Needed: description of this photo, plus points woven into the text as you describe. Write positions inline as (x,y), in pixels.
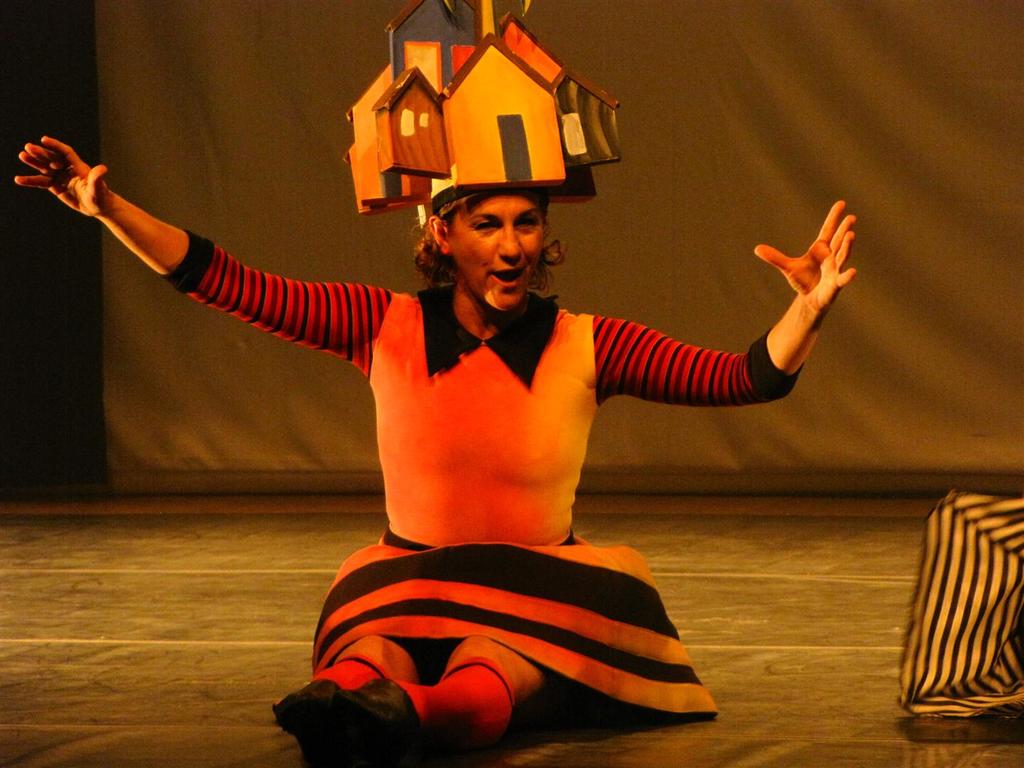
In this image there is a woman (478,246) wearing something (477,134) on her head (491,261) is sitting on the floor (88,633), beside the woman (489,558) there is some object (979,618), behind the woman (507,556) there is a curtain (198,307).
